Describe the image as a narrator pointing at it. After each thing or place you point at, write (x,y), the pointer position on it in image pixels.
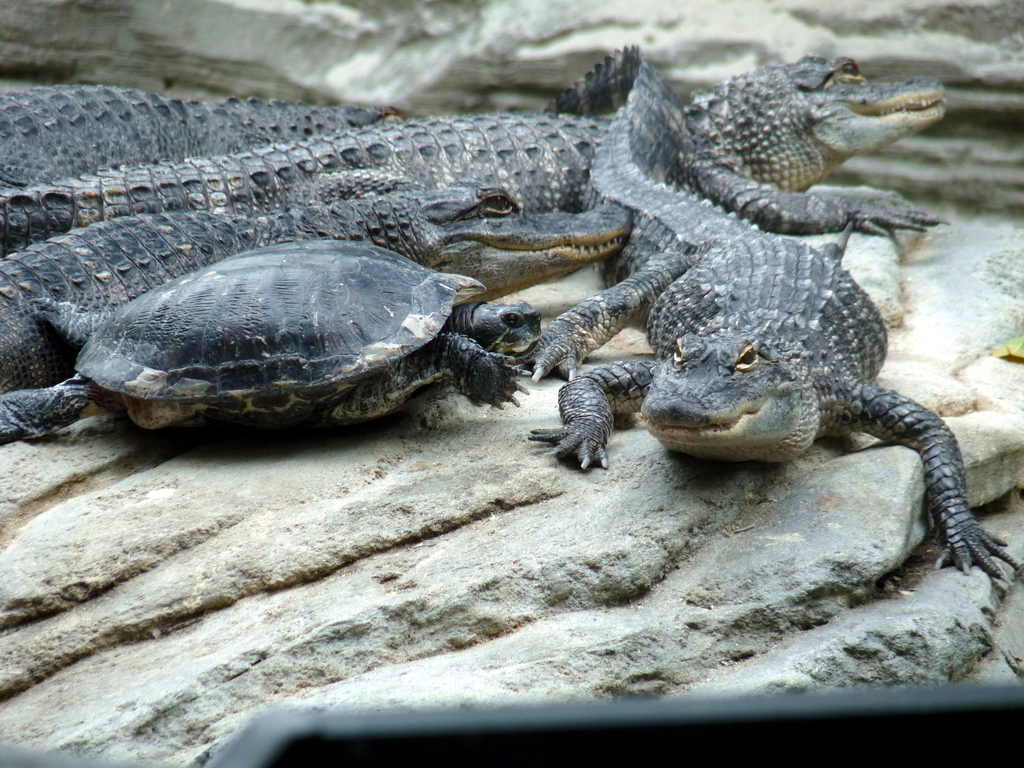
In this picture we can see some crocodiles (583,219) here, there is a turtle (291,349) here, in the background (507,76) there is a rock (437,75).
